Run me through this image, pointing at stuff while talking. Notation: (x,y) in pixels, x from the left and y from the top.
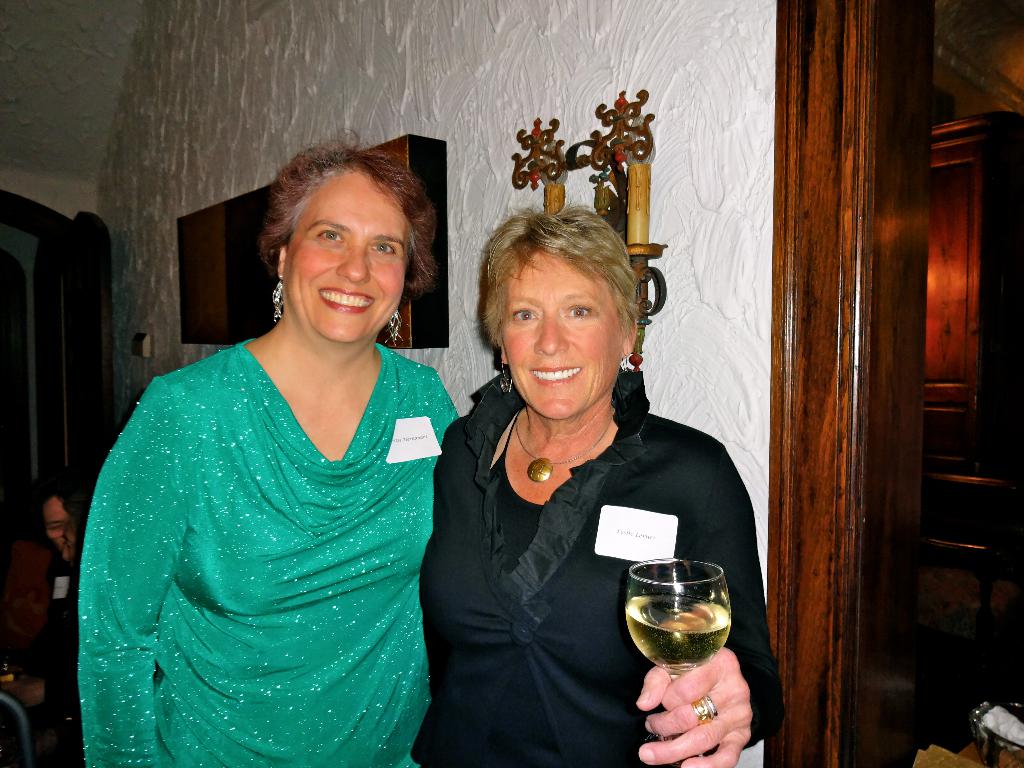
This picture shows two women (515,580) standing and one holding wine glass (682,567) in her hand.
